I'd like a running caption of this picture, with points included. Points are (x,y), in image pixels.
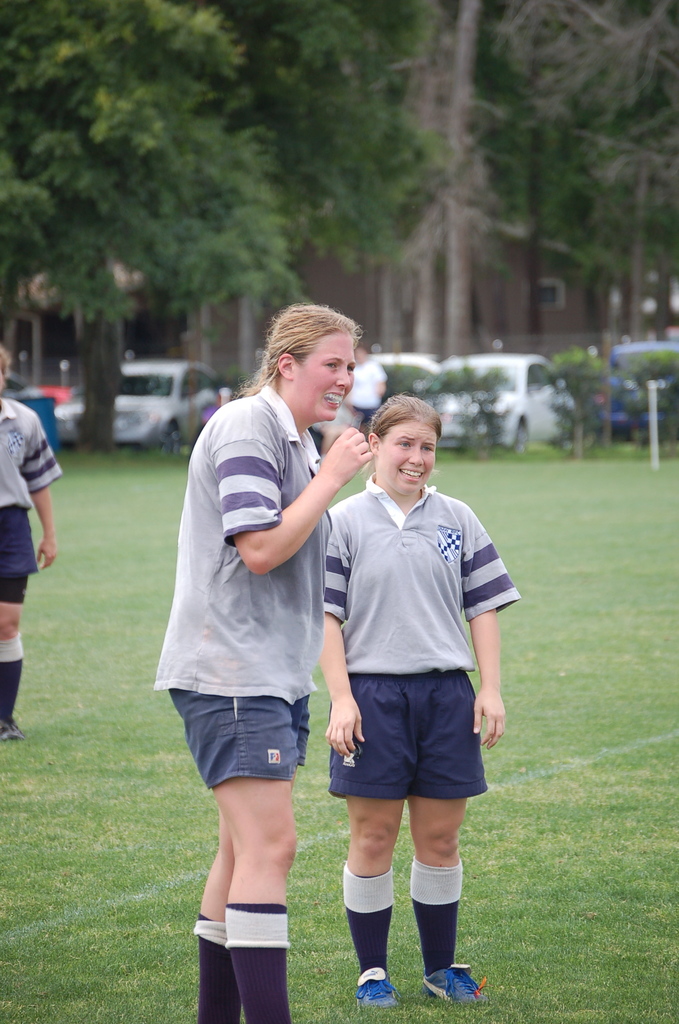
There are two women (346,506) standing and smiling. Here is the grass (598,712). In the background (244,261), I can see the trees (122,254). These are the cars (136,398), which are parked. On the left side of the image (43,462), I can see another person (39,482) standing. I can see the small bushes (456,385).
